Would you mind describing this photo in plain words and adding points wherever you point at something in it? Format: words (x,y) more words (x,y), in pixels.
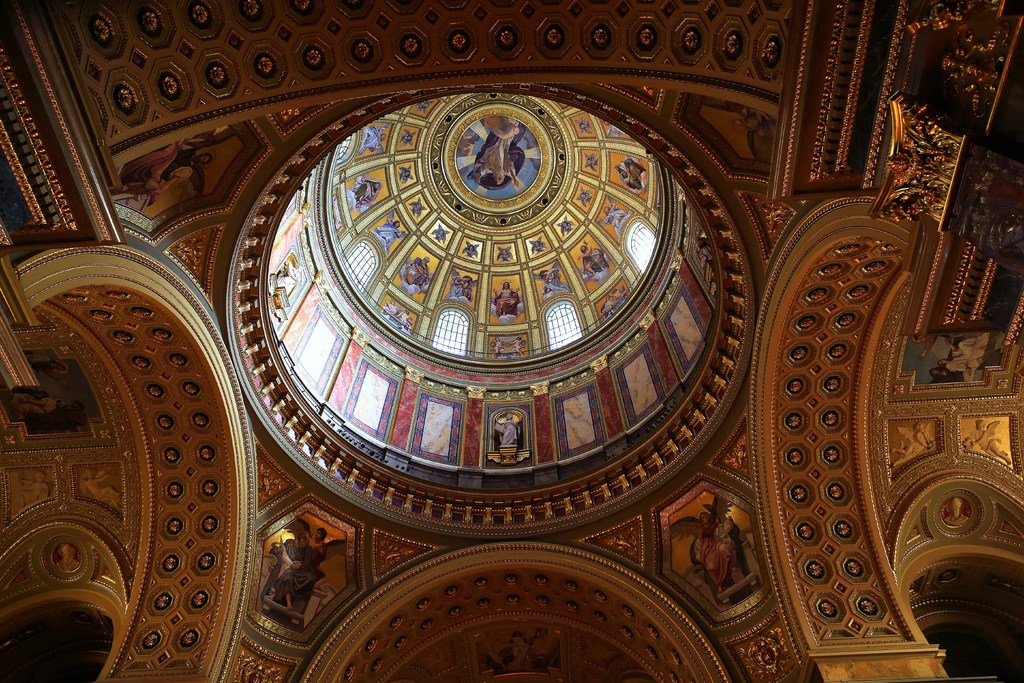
In the image we can see an internal view of the roof (431,209), where we can see windows (373,267) with the design (437,240) and sculptures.
